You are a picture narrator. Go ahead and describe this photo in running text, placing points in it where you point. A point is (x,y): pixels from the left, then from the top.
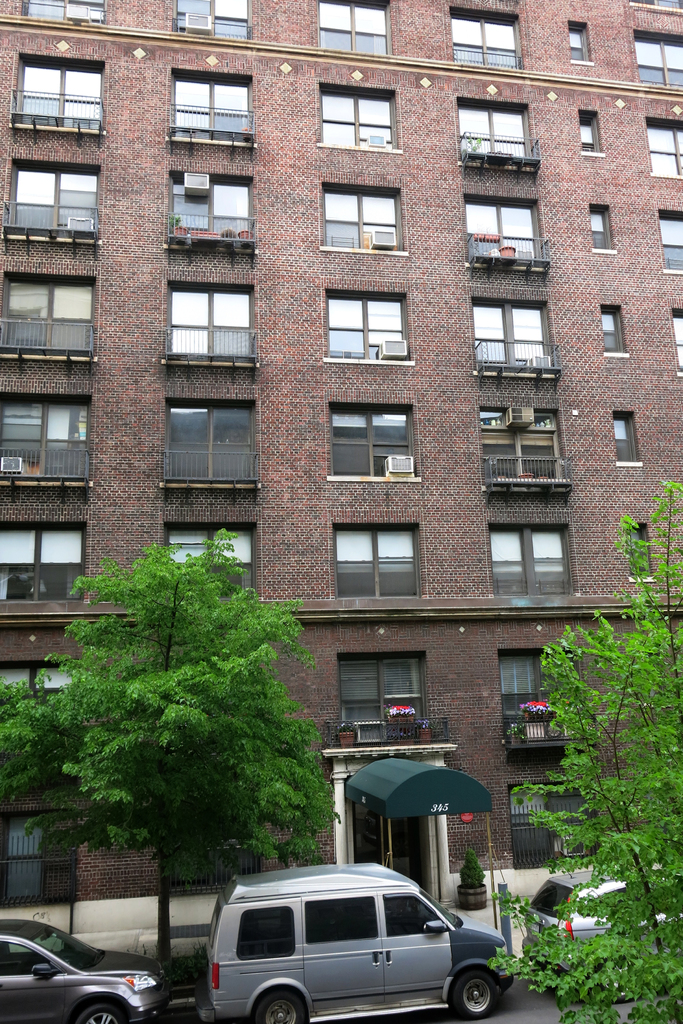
In this image, we can see a building (449,28). There are a few trees (601,950) and vehicles (310,972). We can also see a tent (475,806) and the ground (527,1001). We can also see a plant (468,868) in a pot (481,908).
